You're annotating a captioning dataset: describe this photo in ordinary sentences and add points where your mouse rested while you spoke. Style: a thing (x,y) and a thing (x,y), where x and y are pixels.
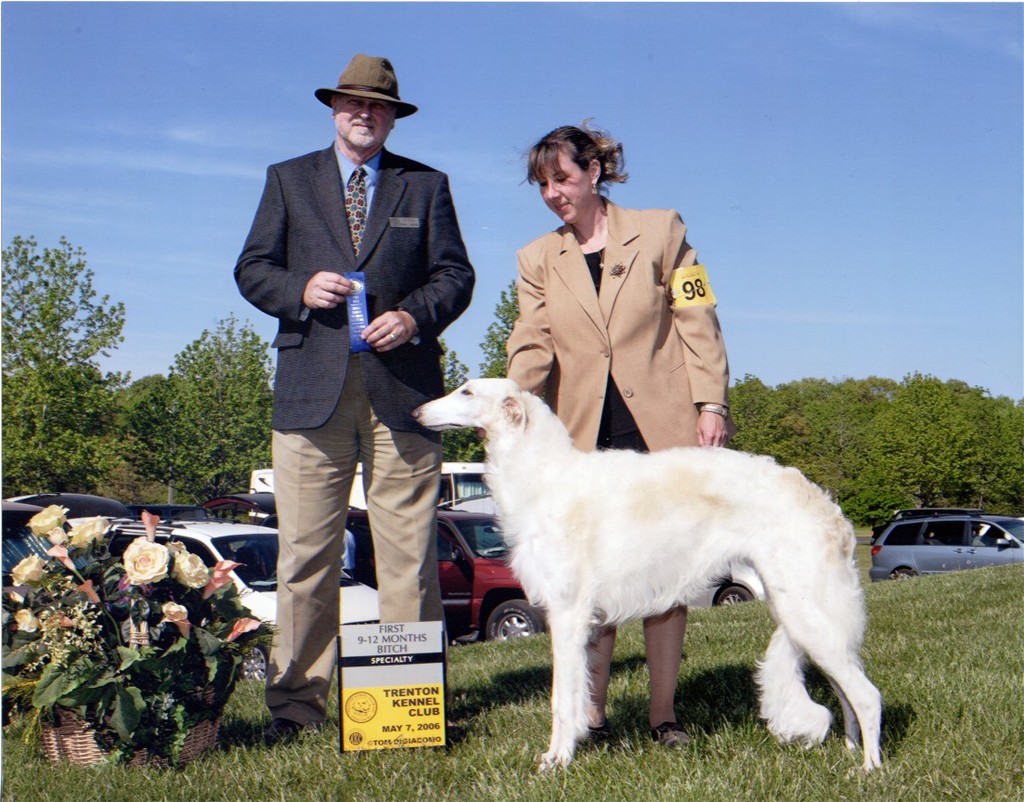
In this image, we can see an old man (420,332) in a suit (420,307) is holding some object (360,320) and wearing a hat (356,89). Beside him, a woman (574,372) is standing behind the white dog (658,505). On the left side (147,674), we can see a flower bouquet (134,693) on the grass (390,768). Here there is a board (390,700). Background (58,321) we can see so many vehicles (460,628), trees (1023,440) and sky (476,227).
